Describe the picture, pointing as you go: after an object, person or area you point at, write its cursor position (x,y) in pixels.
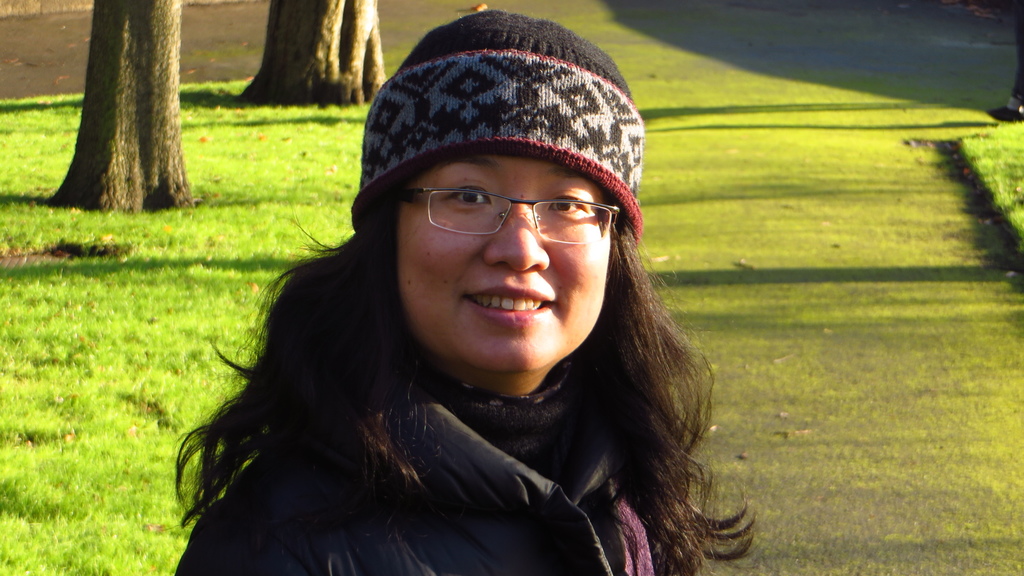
In this image we can see one woman (483,280) with spectacles (470,217) standing in a park (731,377). There are two big trees (117,91), some green grass (252,135) and one object (1020,99) on the surface (857,60).
